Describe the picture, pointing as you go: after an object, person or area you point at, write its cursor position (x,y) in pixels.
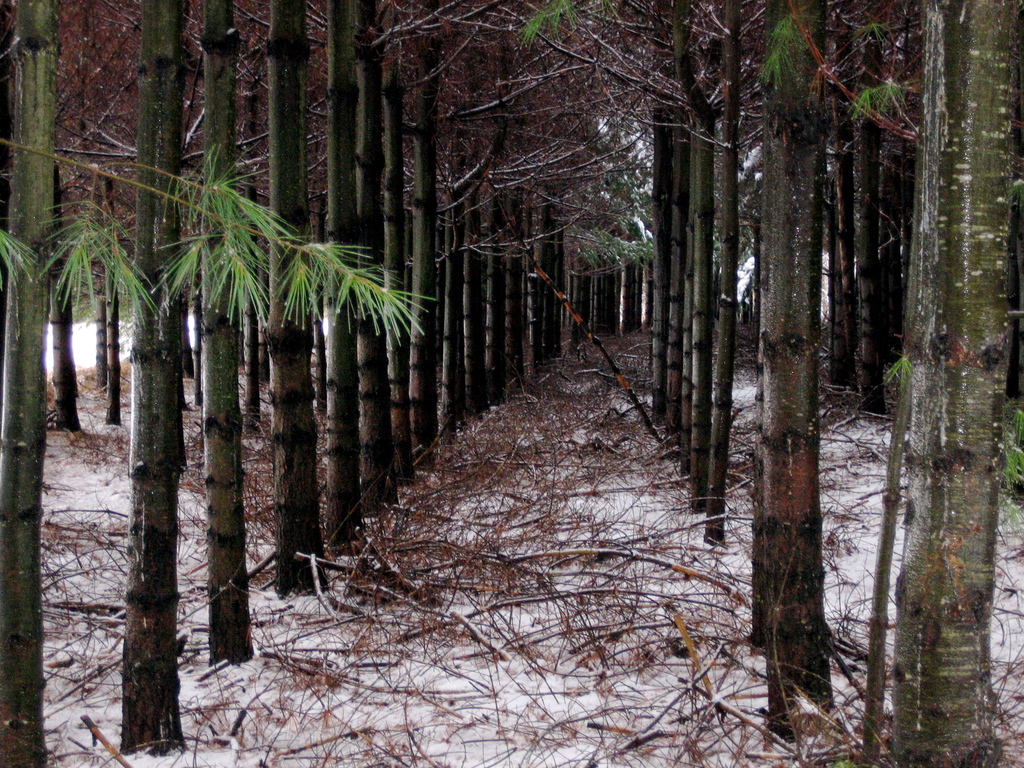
In this image we can see trees (868,298), snow (903,530), and sticks (677,643).
